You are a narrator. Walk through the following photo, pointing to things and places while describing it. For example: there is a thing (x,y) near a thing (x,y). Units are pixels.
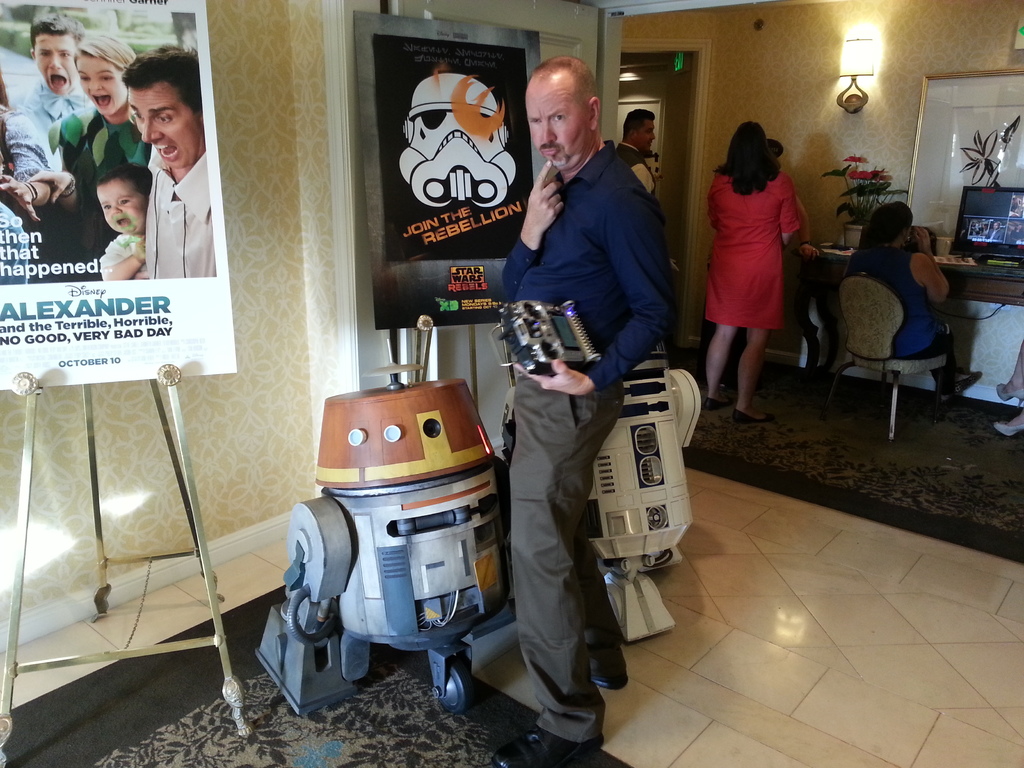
This image is clicked in a room (468,741). At the bottom (655,733), there is floor (924,719). In the front (566,380), there is a man (547,572) standing and holding a remote (570,352). To the left (85,331), there is a board (130,365) kept on the stand (141,557). In the background (753,262), there are people (917,235) and one is sitting in a chair (885,336).
